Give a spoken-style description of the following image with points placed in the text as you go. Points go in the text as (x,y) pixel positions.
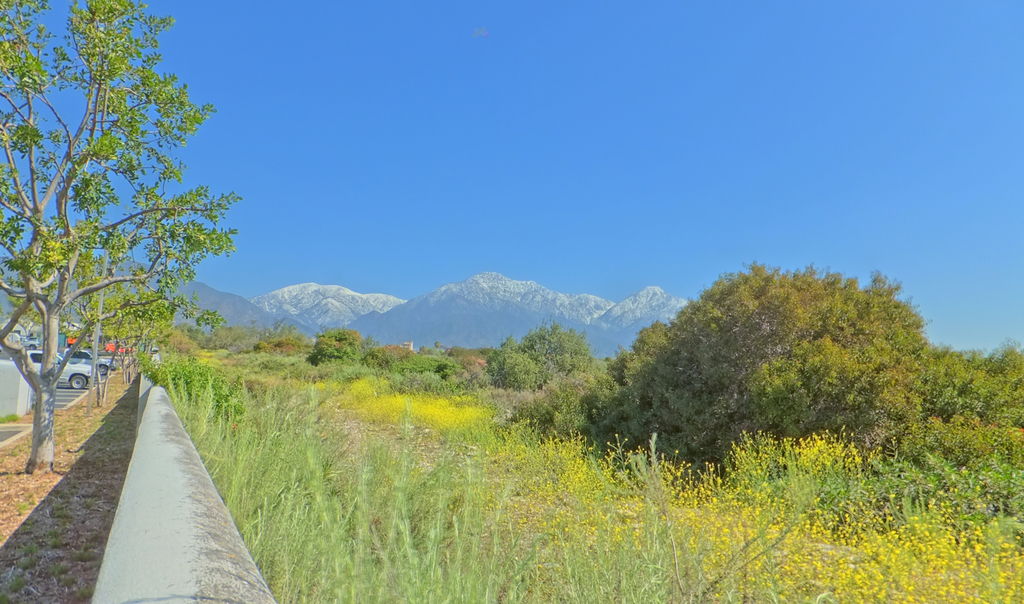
In this image on the left side (56,366) there are cars (35,362) and trees (47,356). In the center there is a railing (166,503) and on the right side (787,355) there are trees (459,362), mountains (490,313) and there is grass (493,468) on the ground (493,468).
